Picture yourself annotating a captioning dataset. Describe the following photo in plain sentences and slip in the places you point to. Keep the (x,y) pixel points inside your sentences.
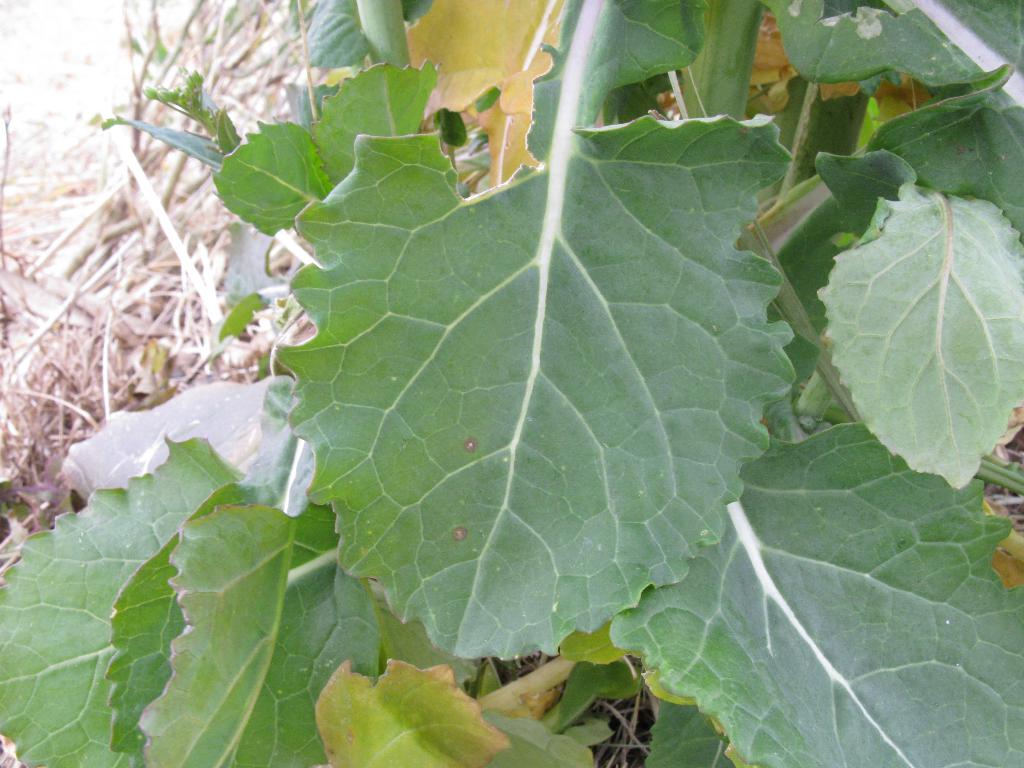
This picture shows a plant (505,266) with green leaves (585,472) and we see dry grass (50,193) on the ground (171,223).
